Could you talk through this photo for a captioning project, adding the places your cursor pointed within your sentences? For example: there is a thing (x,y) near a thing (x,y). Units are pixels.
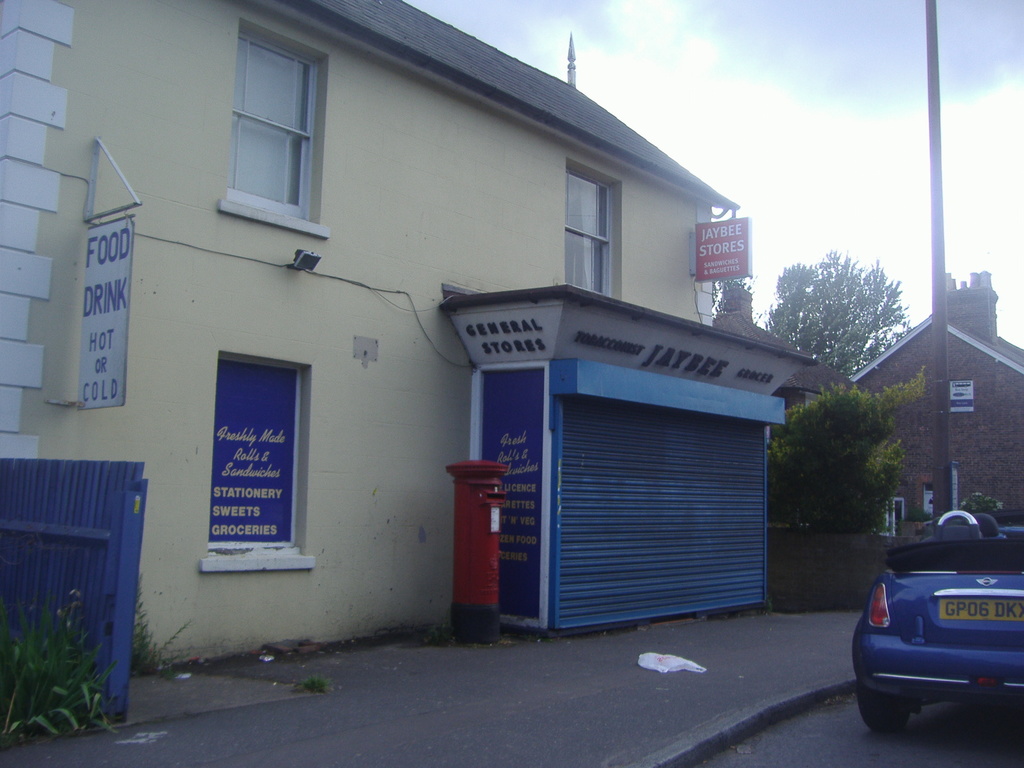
Sky (821,128) is cloudy. This is a building (566,203) with roof top (519,85) and with windows (267,80). In-front of this building (641,222) there is a store (629,452). This is a postbox (483,570) in red color. The fence (114,523) is in blue color. Beside this fence (89,537) there are plants (54,674). Far there is a house (989,424). This is pole (933,150). A vehicle (911,594) on road (820,752). This vehicle (932,701) is in blue color. Far there are trees (839,318).
